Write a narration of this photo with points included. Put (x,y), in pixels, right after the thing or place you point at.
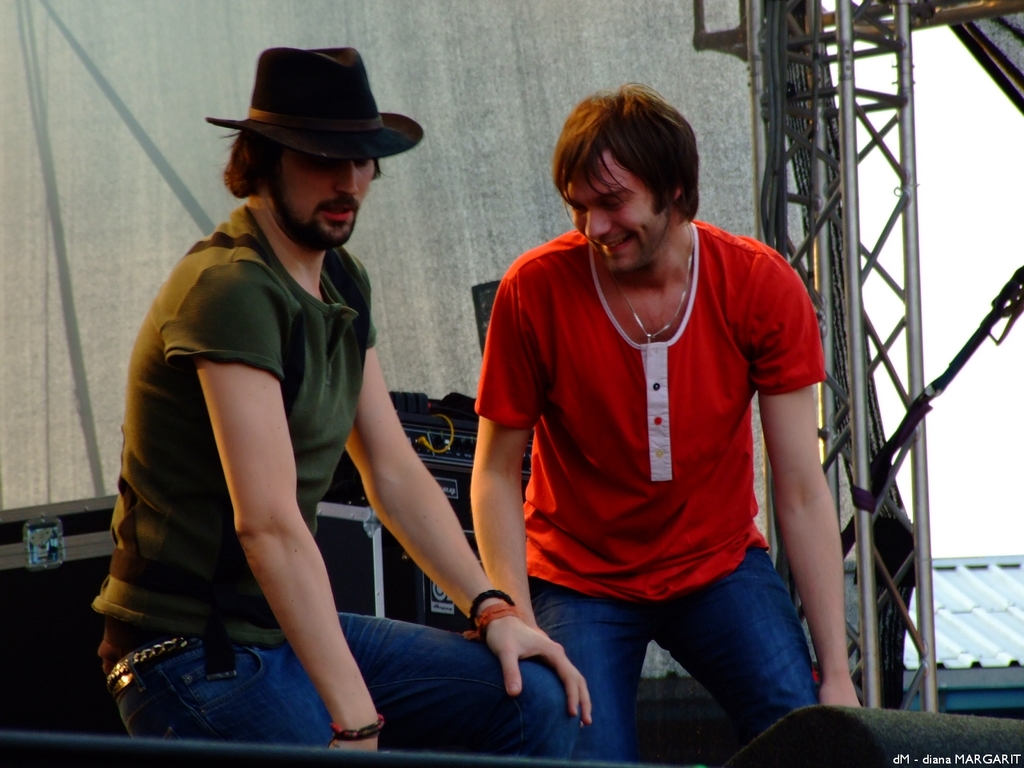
In this image we can see two persons (194,484) wearing green and red color T-shirt (180,474) respectively and a person (240,267) wearing green color T-shirt (288,326) also wearing hat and in the background of the image (27,407) there are some sound boxes (363,551), iron rods (833,75) and sheet (385,327).
